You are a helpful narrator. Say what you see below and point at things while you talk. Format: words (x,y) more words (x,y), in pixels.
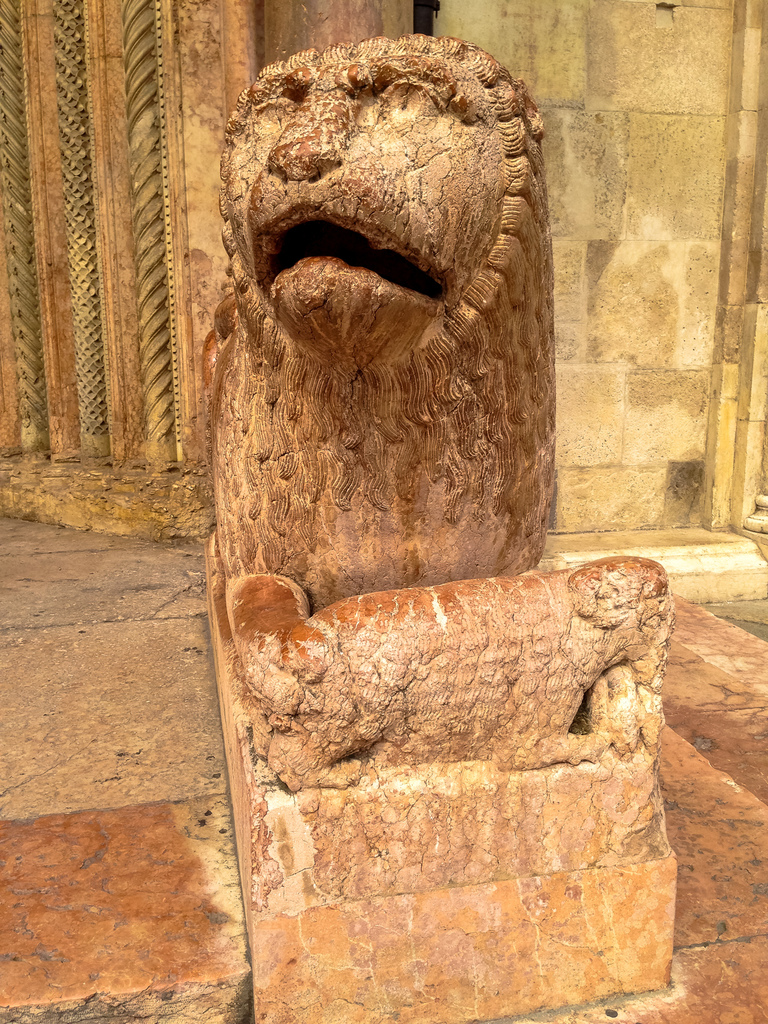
In the center of the image (422,424) we can see a statue (527,686) on the ground (214,818). On the backside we can see a wall (200,406).
